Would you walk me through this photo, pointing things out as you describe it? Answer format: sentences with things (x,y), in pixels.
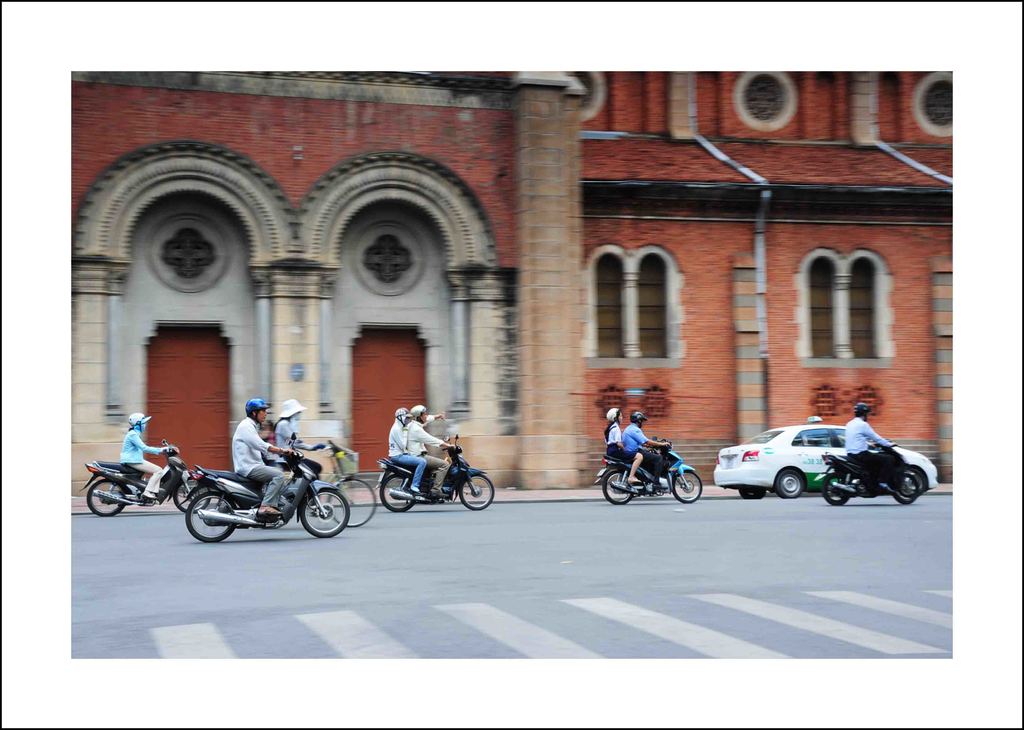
In this image I can see road (520,614) and on it I can see few white lines (312,617) and few vehicles (398,478). I can also see number of people (861,439) are sitting on their vehicles (898,461) and I can see most of them are wearing helmets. In the background (565,276) I can see red colour building (579,276).
